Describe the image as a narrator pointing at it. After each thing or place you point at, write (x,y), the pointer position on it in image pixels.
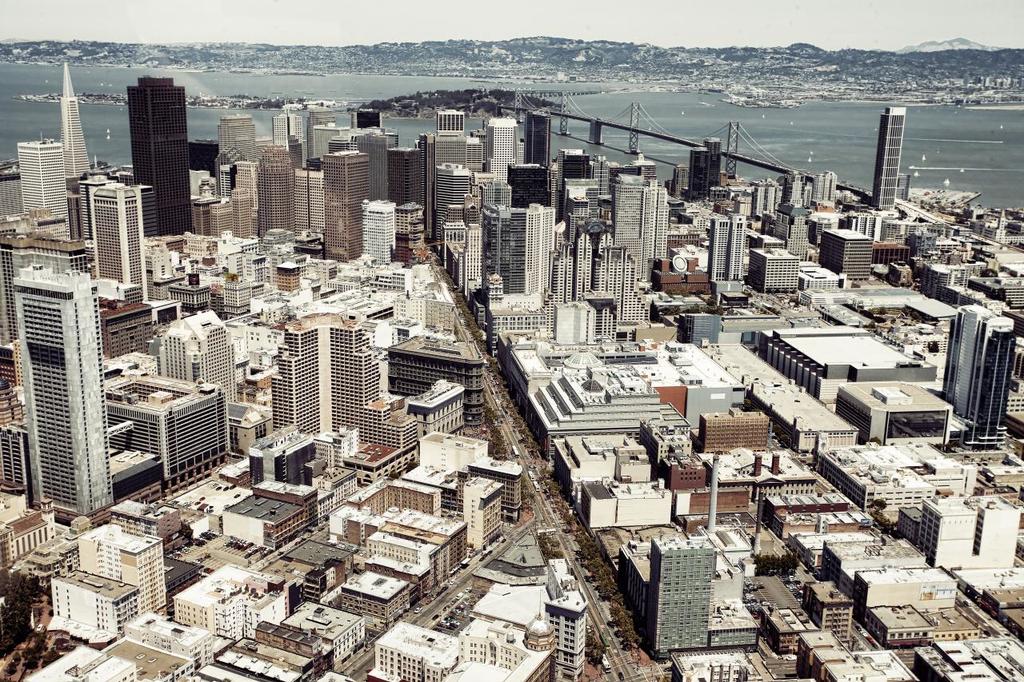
In this image I can see number of buildings (819,598) and on the bottom side (554,539) I can see number of trees (52,639). In the background (1002,198) I can see water (4,126) and a bridge (857,192) over it.
